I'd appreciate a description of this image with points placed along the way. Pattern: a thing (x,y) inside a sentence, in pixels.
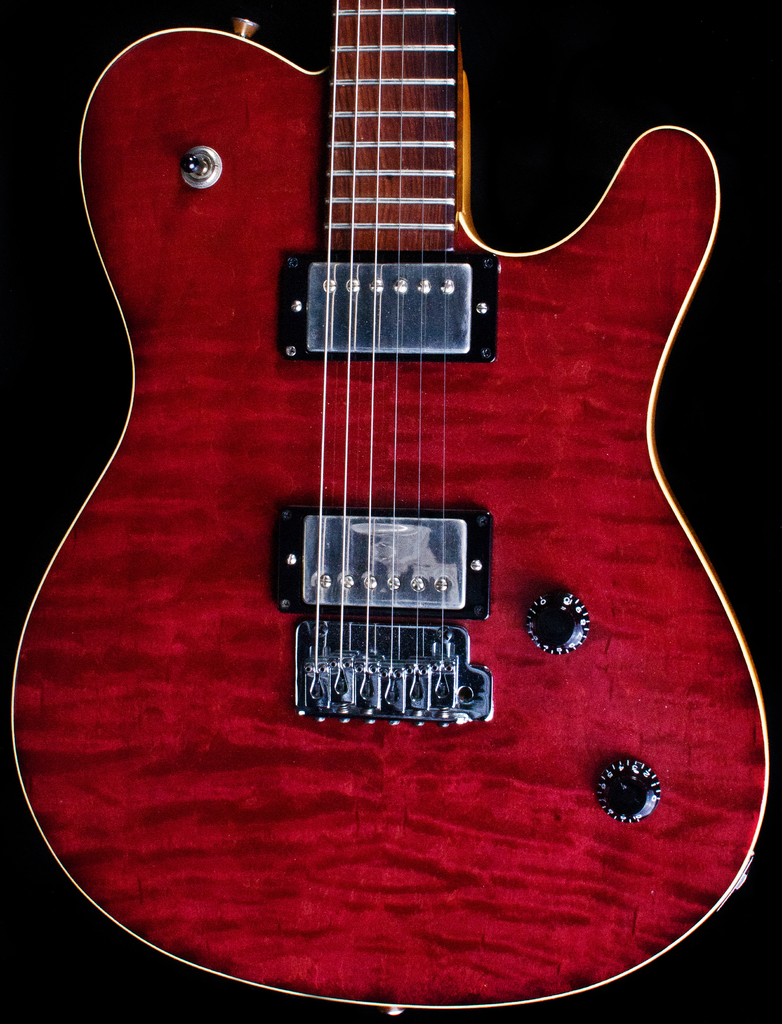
In this image I see a guitar (73,797), which is red and black in color.
